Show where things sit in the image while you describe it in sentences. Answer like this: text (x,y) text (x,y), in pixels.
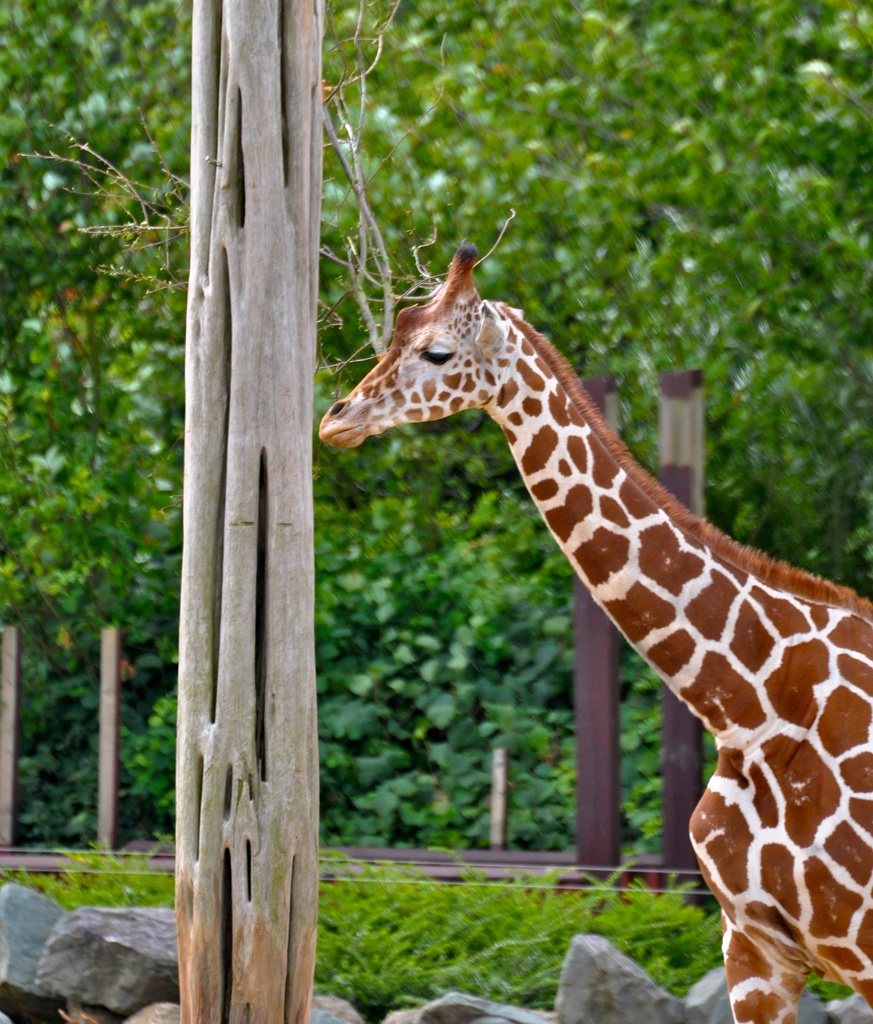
In this image there is a giraffe (597,595), in front of the giraffe (597,595) there is a trunk (259,477) of a tree (272,502), there are rocks (175,958) and plants (389,911) on the surface (426,918), in the background of the image (394,821) there are trees (360,357).
